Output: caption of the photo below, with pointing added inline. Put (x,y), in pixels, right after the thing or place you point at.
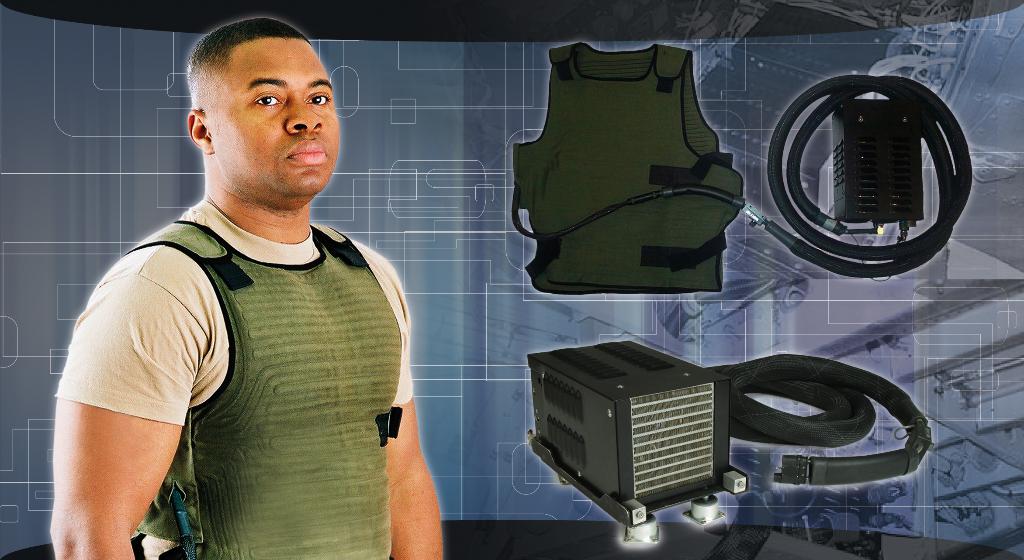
This looks like an edited image. I can see the man (333,352) standing. He wore a T-shirt (202,334), and a bullet proof jacket (284,492). I can see a green proof jacket (642,233), machine (860,177) with pipe (827,227) and an electronic device (872,174) with a cable (792,179). This looks like a screen (393,99).
